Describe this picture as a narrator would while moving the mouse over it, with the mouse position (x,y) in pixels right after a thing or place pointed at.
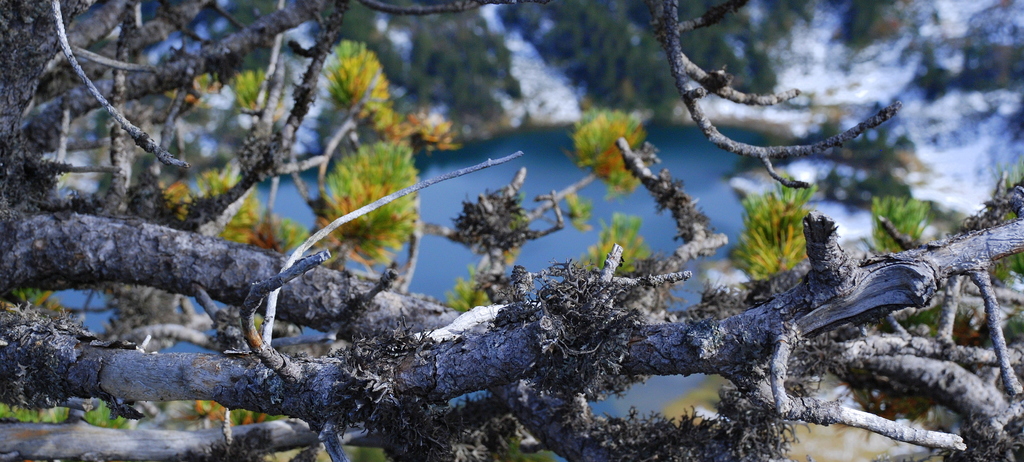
In this picture we can see leaves (800,222), branches (407,356) and water (687,152). In the background of the image (700,145) it is blurry.
